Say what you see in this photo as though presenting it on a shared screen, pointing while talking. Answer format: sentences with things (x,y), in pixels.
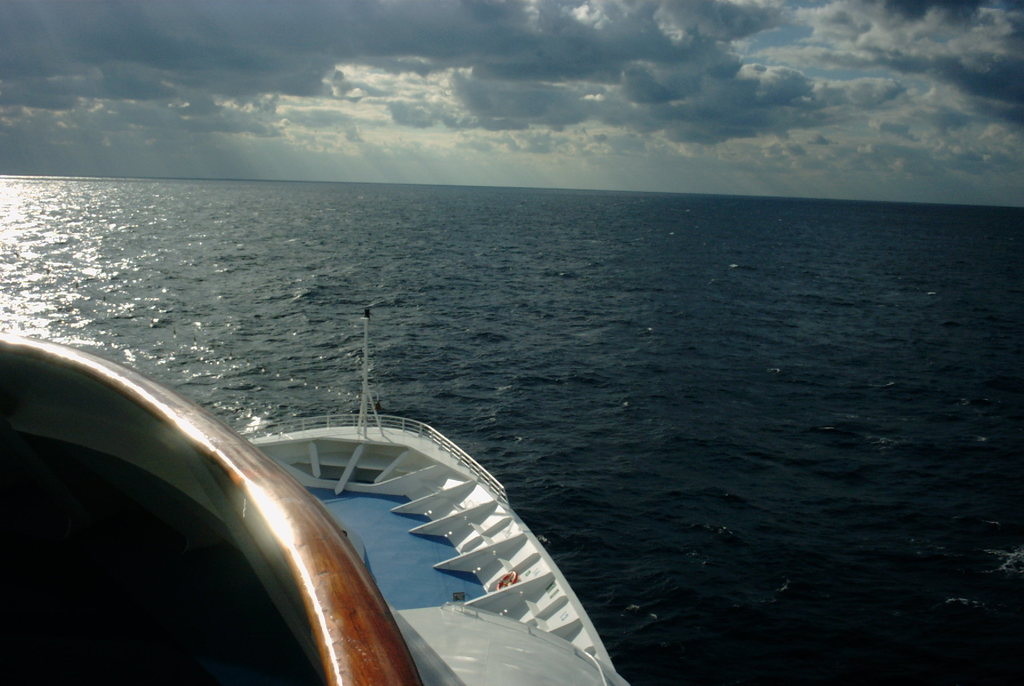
In the foreground of the picture (267,459) it is a ship (322,555). In this picture there is a water body (516,285) might be an ocean (631,314). At the top (408,103) it is sky (605,98), sky (495,103) is partially cloudy.
